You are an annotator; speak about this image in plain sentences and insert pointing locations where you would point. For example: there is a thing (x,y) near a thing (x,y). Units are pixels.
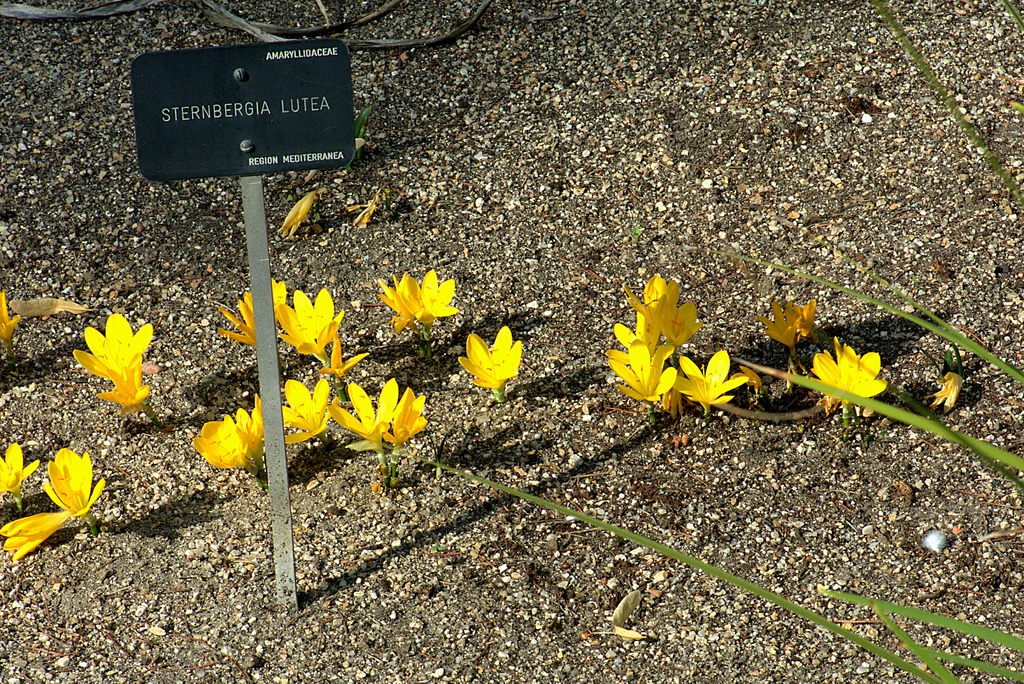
In the picture i can see a board (205,125) there are some flowers (231,454) which are in yellow color and there is soil (417,111).
